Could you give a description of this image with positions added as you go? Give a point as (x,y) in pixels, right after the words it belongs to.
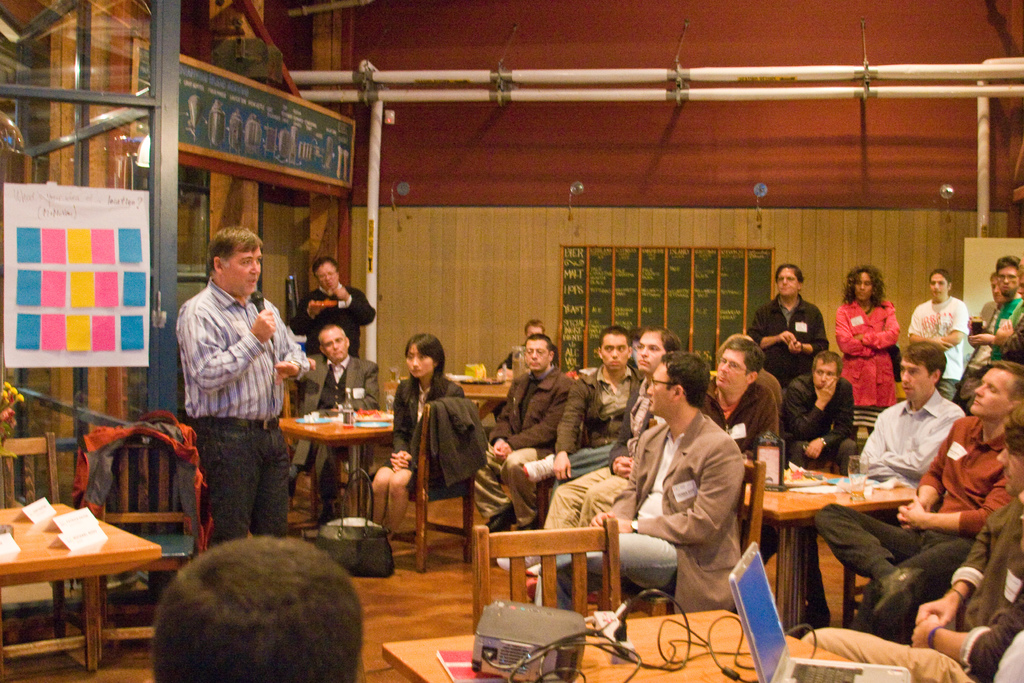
On the background (736,280) we can see board (737,281) and few persons (801,278) standing. Here we can see all the persons (1007,559) sitting on chairs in front of a table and on the table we can see bottles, laptop (760,661), projector device (558,642), books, boards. We can see a handbag (378,554) on the floor (432,589). Here we can see a man (238,394) standing holding a mike (262,310) in his hands (265,335) and talking. Behind to him we can see a board (40,212) and colourful sticky notes (128,288) on it.
